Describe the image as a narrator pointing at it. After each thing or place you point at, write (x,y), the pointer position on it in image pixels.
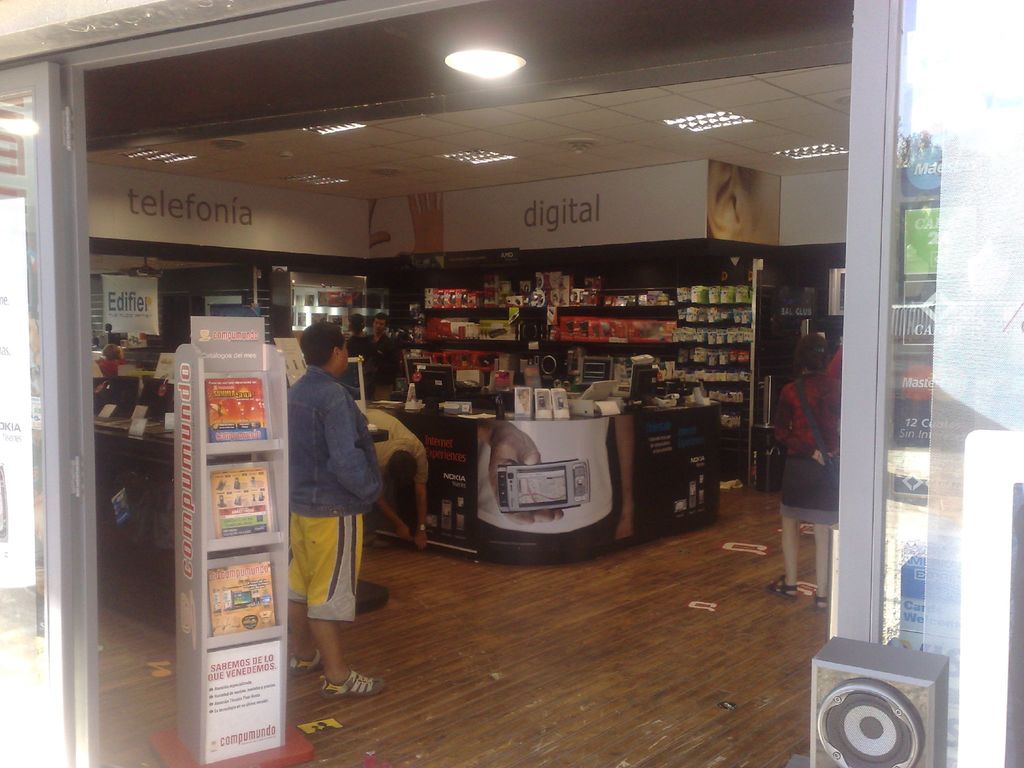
In this image i can see a person (327,444) wearing a blue jacket (328,437) and yellow pant (335,553) standing. I can see the interior of the store (483,445) in which there are few speakers (549,363), a monitor (446,382) and few other electronic items (676,334) in the shelf (659,279). In the background (371,391) i can see a person (377,342) standing, a person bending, the ceiling (498,161) and few lights (715,124), and i can see a huge banner (477,209).
